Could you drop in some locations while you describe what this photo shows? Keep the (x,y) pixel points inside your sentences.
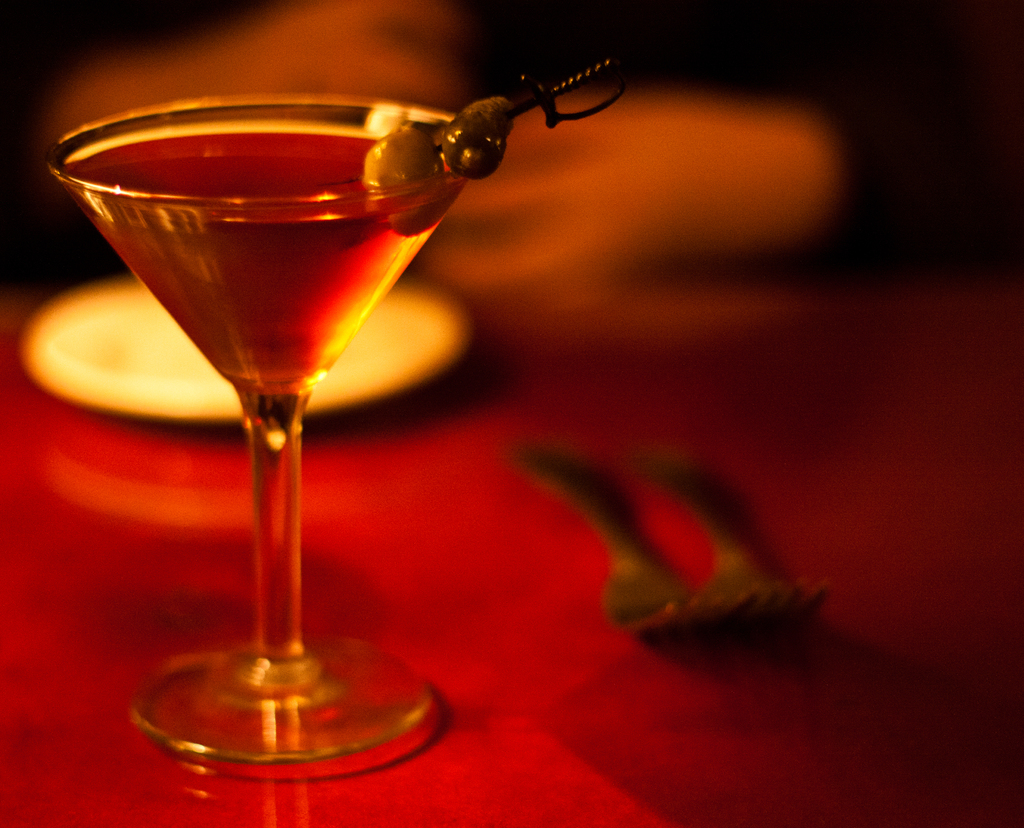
There is a glass of juice (250,428) on the left side of the image (220,284), it seems to be there are fruits (424,138) at the top of the glass (362,135) and there are forks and a plate (438,363) in the background area (324,394).
